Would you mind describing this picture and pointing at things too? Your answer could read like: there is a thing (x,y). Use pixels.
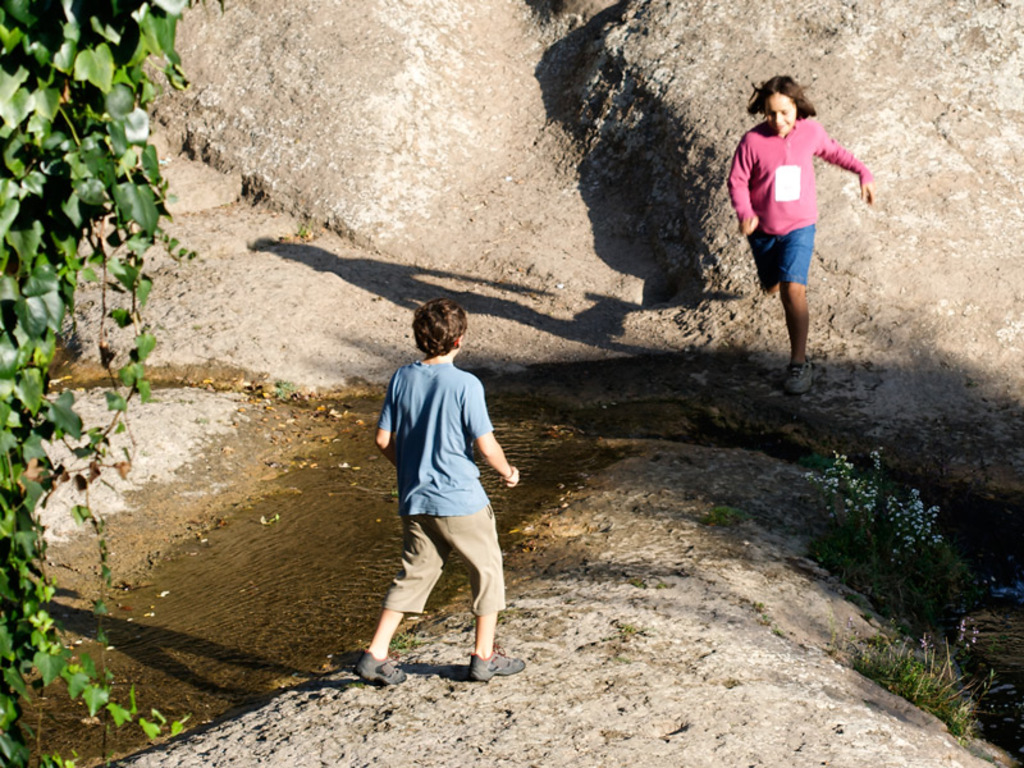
In this image we can see a few people (472,509), there are some plants (4,7), water (214,628) and mountains (672,367).
